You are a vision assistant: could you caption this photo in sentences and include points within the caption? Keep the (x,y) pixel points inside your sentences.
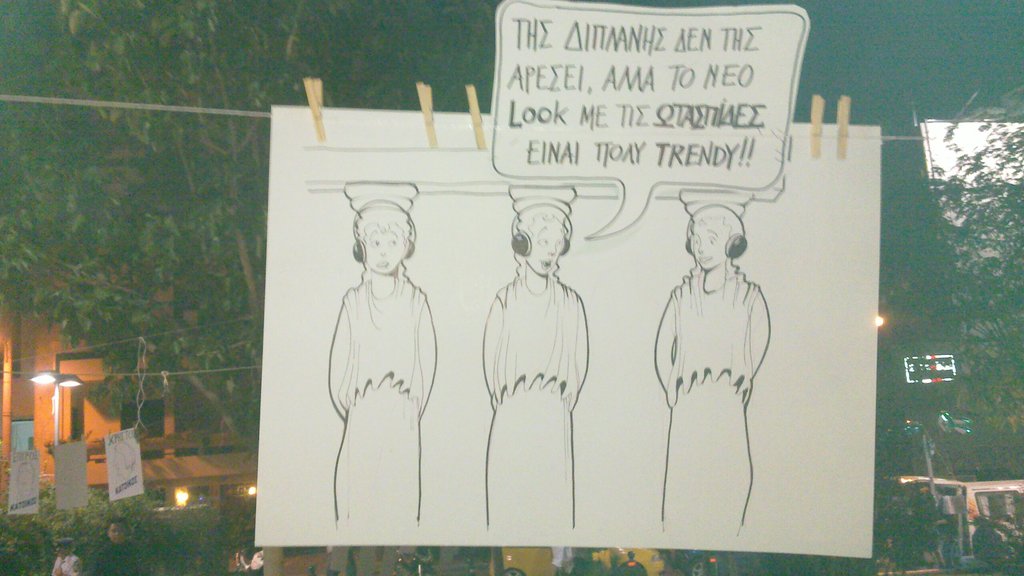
In this image we can see drawing (730,443) of persons (564,316) and text (714,87) written on the poster (664,304). Here we can see banners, lights (53,382), vehicles (1008,490), trees (959,473), building (109,431), and people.
